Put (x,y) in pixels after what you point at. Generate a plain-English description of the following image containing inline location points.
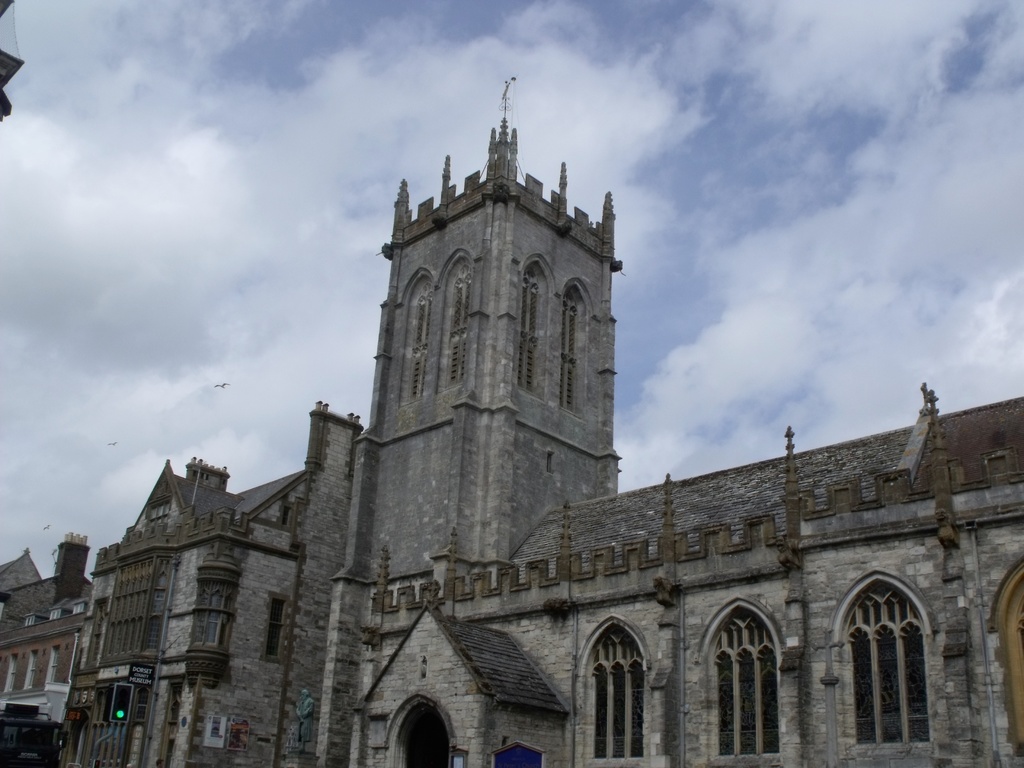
In this picture there is a building (398,640) and the sky (543,62) is cloudy.
